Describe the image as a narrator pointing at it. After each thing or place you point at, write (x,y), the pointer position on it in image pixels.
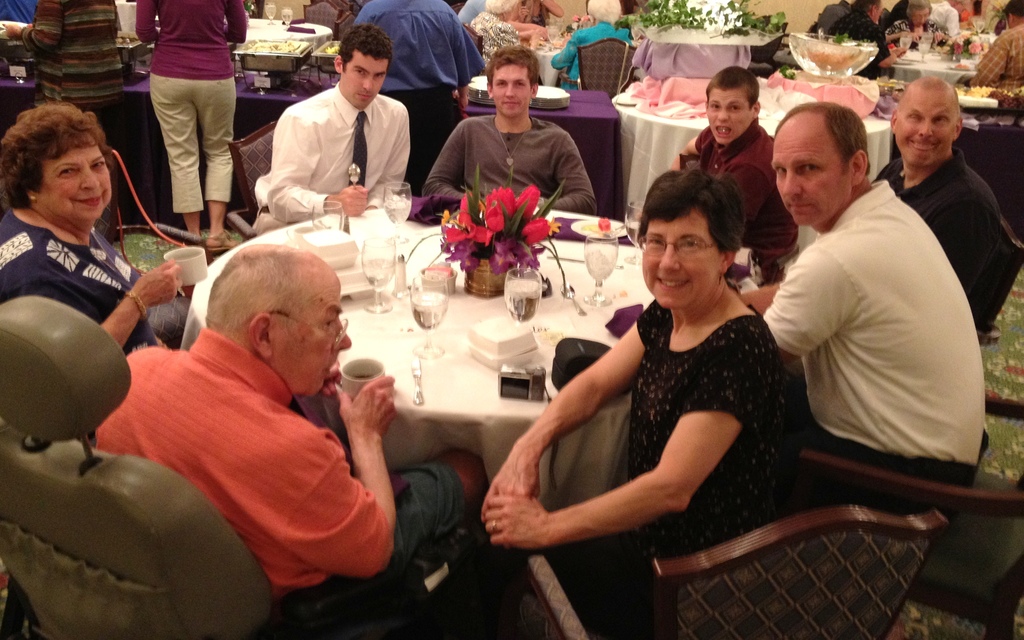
In a picture it is a closed room (397,434) where number of people (373,441) are sitting on their chairs (806,472) in front of a round table (411,404), where there are many glasses (534,315) on it. Behind them there are some people (927,22) eating and drinking and in the left corner of the picture (185,199) there are three people (71,82) standing, while in the left corner of the picture (259,474) one old man (287,523) is sitting and he is wearing a orange t-shirt (313,494) and trousers (436,486) and a cup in his hand (365,392).
